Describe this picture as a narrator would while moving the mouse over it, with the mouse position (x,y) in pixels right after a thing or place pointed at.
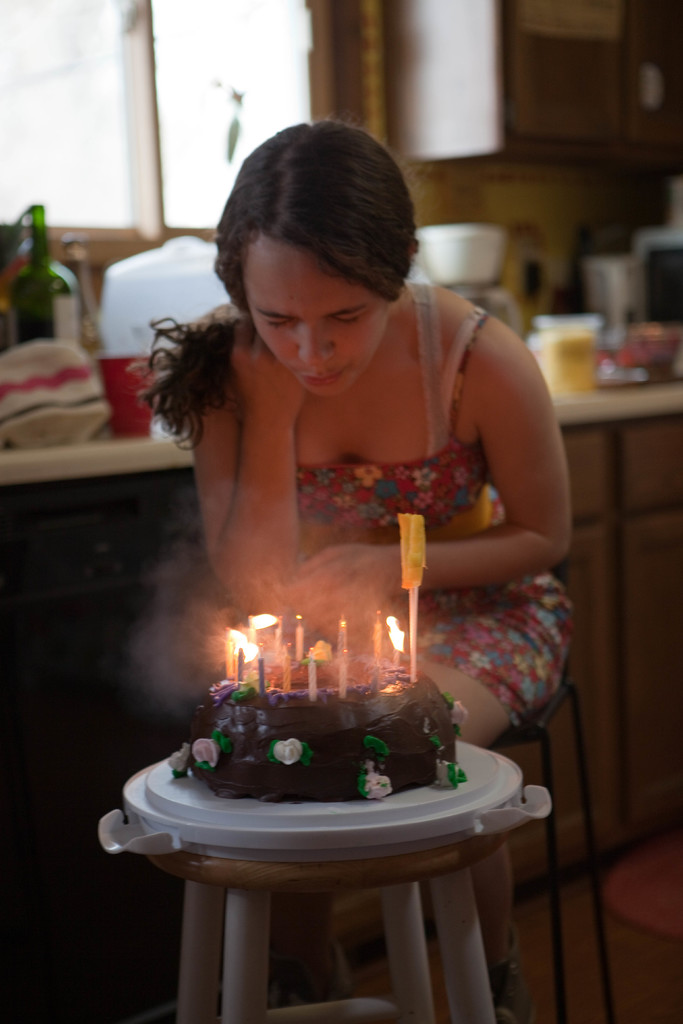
In this image I see a woman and she is sitting in front of a stool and there is a cake (253,719) on it and I see few candles (272,613).
